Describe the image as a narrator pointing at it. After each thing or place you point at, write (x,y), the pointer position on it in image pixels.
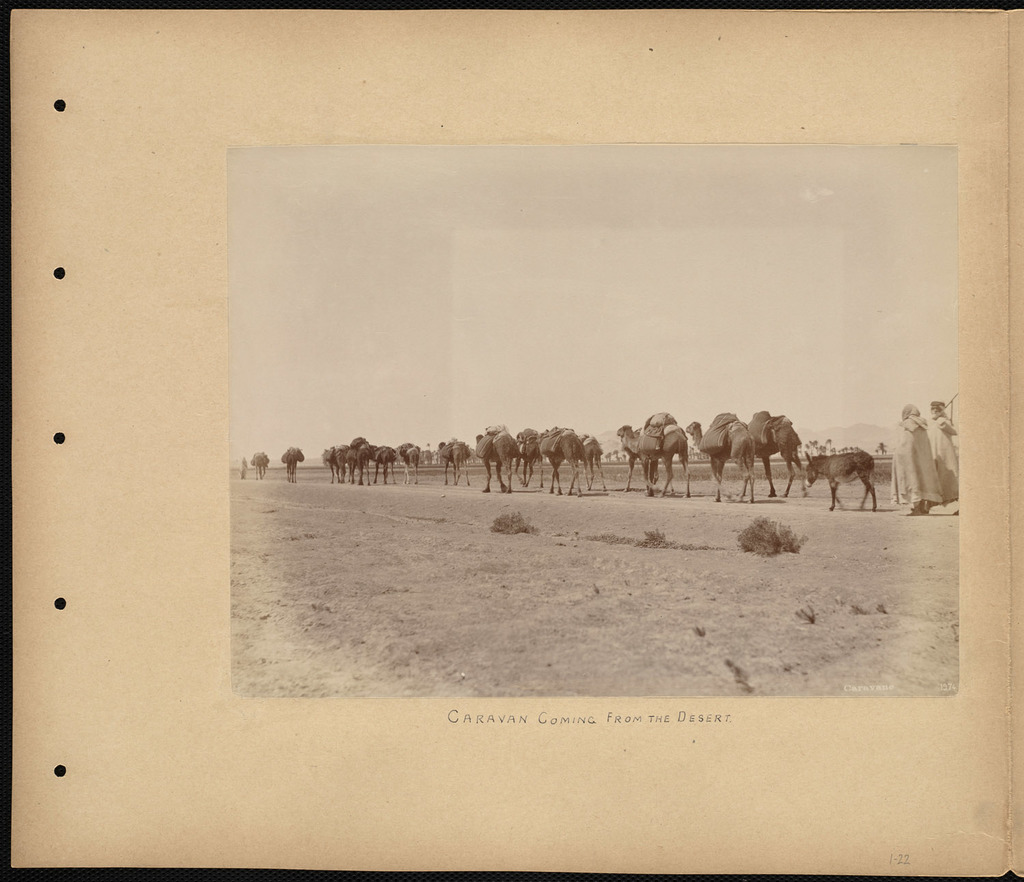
In this image I can see a photograph (536,546) and I can see this photograph (536,546) contains the picture of camels (487,442), a donkey (810,461) and two persons (923,425). I can also see this photograph (443,321) is black and white in color. On the bottom side of the image (719,717) I can see something is written.
